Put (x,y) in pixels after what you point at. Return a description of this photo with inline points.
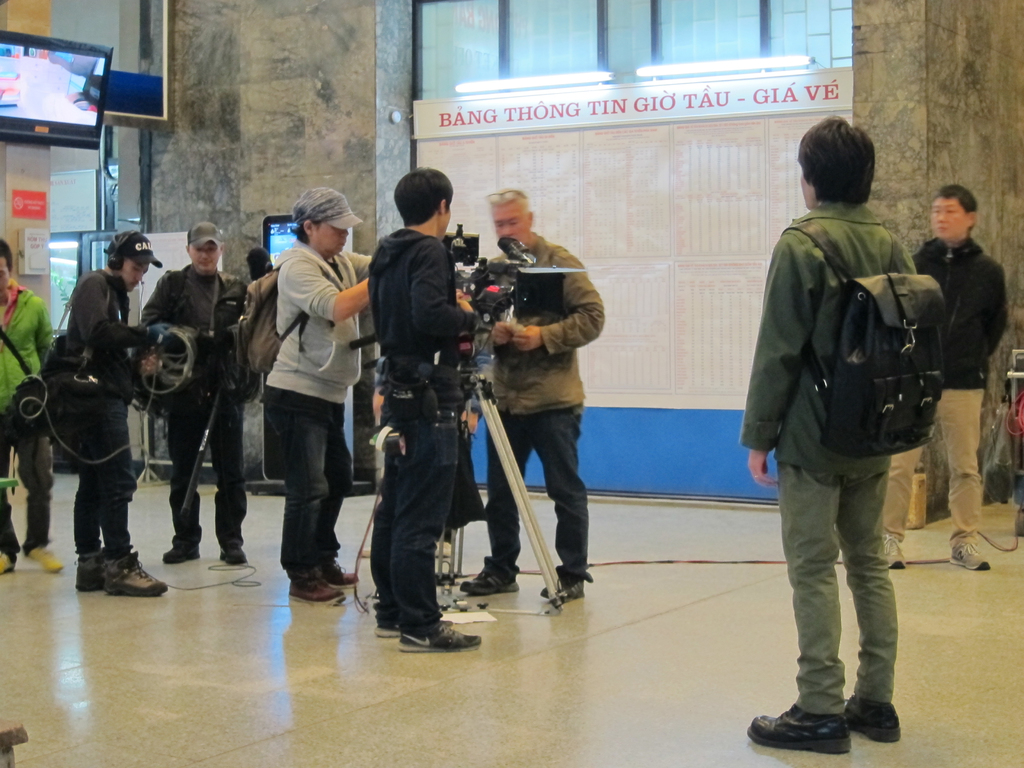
In this picture we can observe some people (971,273) standing. On the right side (791,531) there is a man (812,724) standing, wearing a bag (854,396) on his shoulders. We can observe a person (561,317) in front of this video camera (493,309). On the left side (36,92) there is a screen (35,78) fixed to this pillar (17,30). In the background (518,82) we can observe two tube lights (569,76) and a wall (285,96).
